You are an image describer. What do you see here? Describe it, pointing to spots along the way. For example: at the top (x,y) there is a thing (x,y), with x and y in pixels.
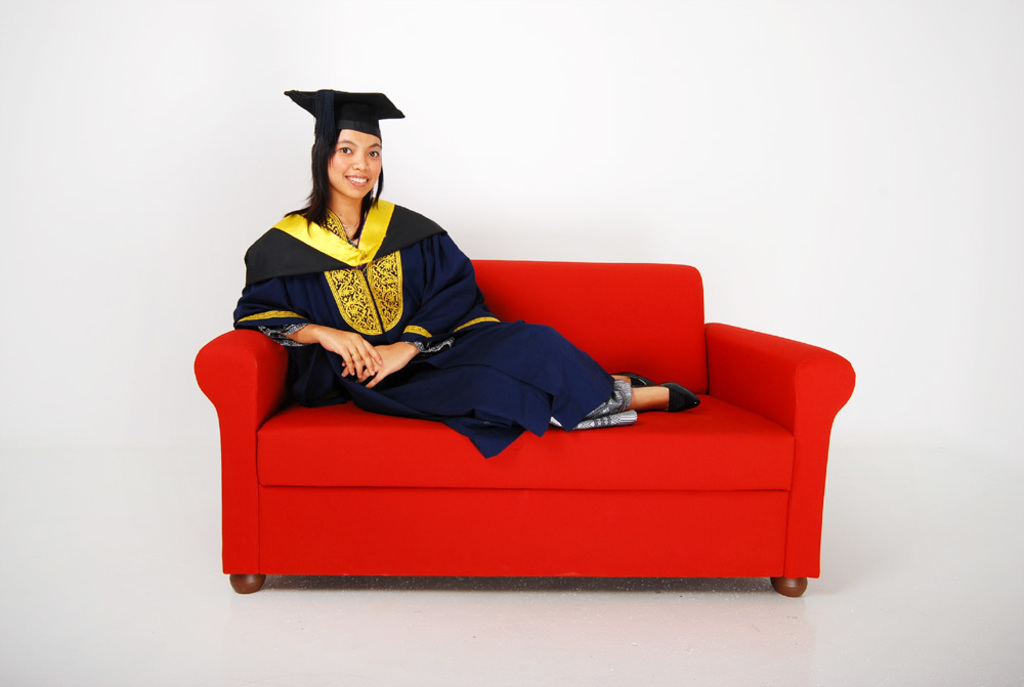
In this image, there is a woman (337,281) sitting on the chair (496,288), wearing a uniform (406,284) and black color hat (352,120) on red color sofa (561,488). The background wall (173,34) is white in color. This picture is taken inside a hall (66,277).
